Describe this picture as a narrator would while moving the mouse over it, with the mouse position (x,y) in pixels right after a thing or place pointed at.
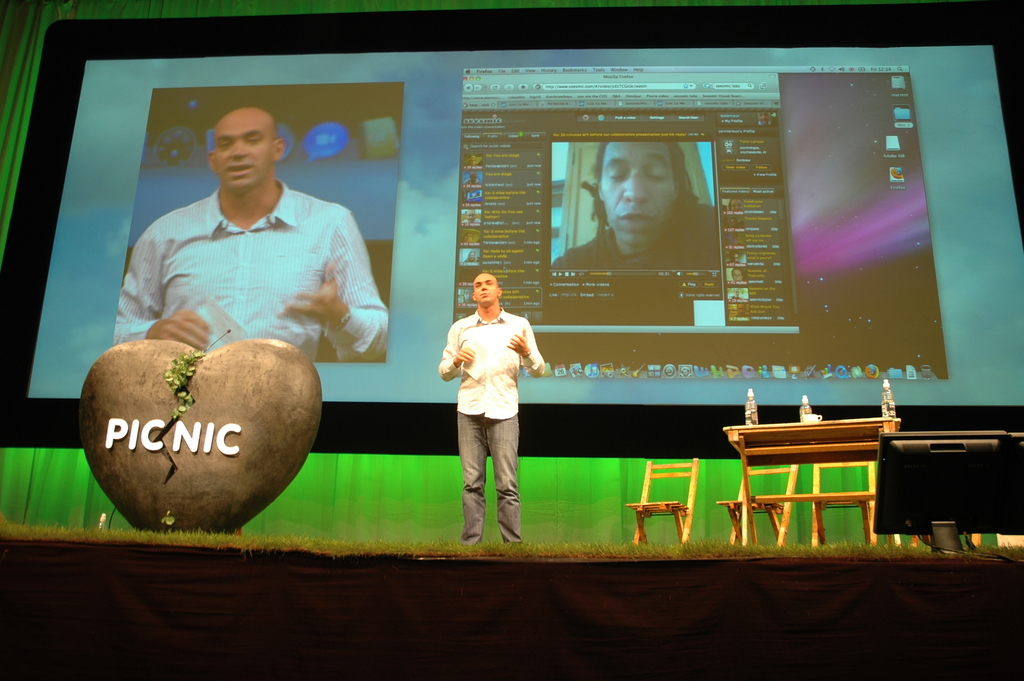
This picture shows a man (470,525) standing and speaking we see a table (753,438) and few chairs (638,526) and a screen (590,91) back of him and we see a monitor (1019,513).
